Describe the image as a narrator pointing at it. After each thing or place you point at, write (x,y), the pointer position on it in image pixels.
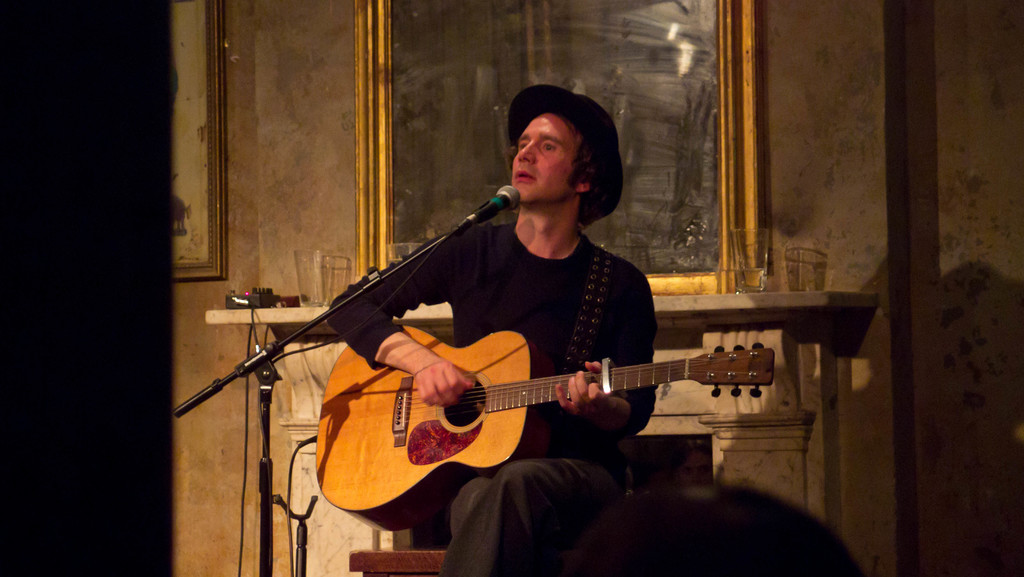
This person (575,238) is sitting on a chair (426,558) and playing guitar (489,394) in-front of mic (500,209). This person (540,221) wore black t-shirt (549,283) and hat (593,136). On this table (829,299) there are glasses (317,293). A mirror (644,94) on wall (772,79). A picture (200,170) on wall (336,170).
